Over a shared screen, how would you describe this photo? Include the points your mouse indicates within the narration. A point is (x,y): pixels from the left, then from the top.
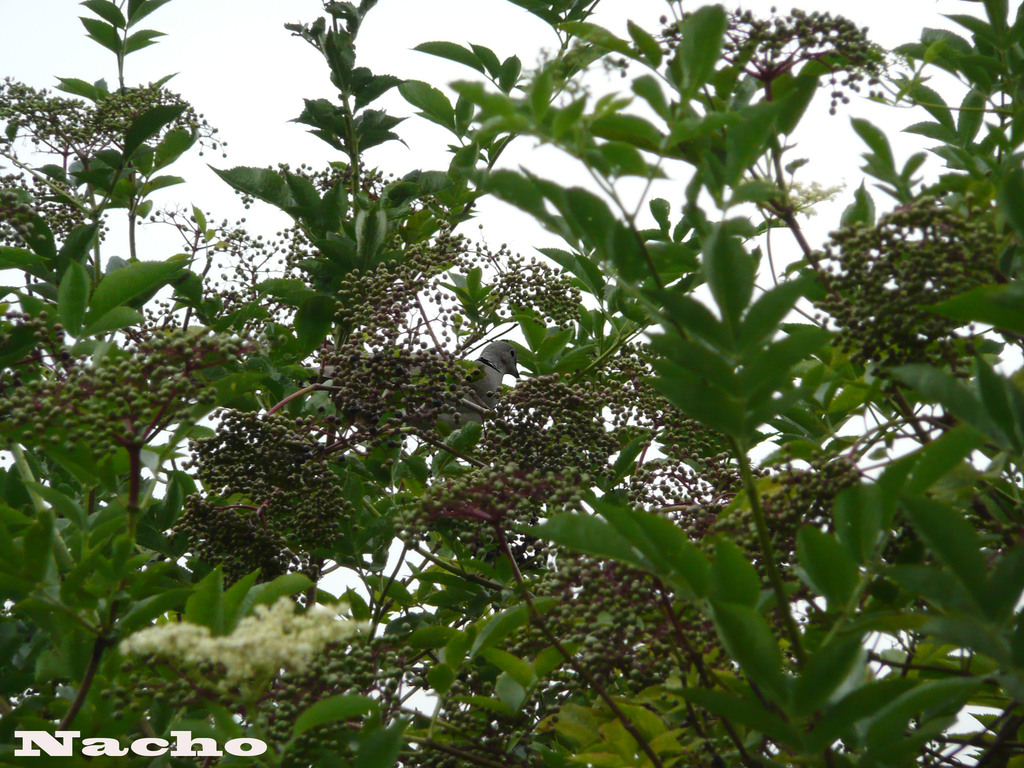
In this picture I can see in the bottom left hand side (116,742) there is a watermark (116,742), in the middle (639,418) there are trees (582,516). At the top (527,52) there is the sky (409,71).
